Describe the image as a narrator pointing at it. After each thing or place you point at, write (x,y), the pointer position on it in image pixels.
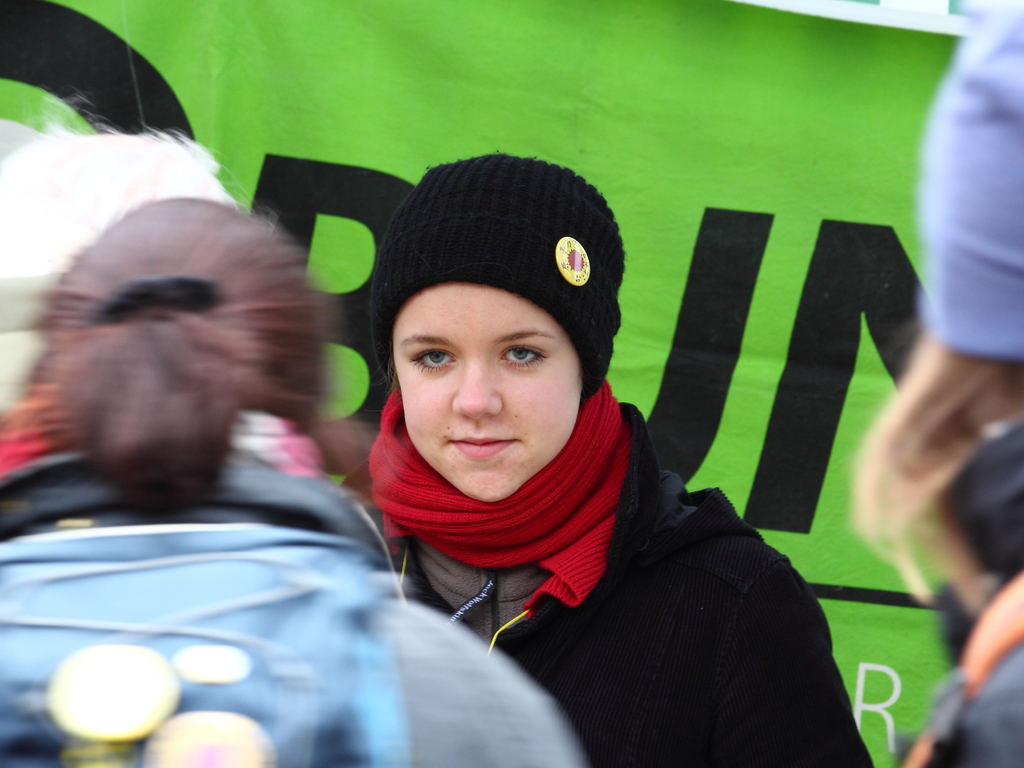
In the foreground of this picture (99,387) we can see the group of persons (145,358). In the center (532,459) we can see a person (566,465) wearing black color dress (665,564), black color hat (607,364) and seems to be standing. In the background (711,163) we can see the text (362,295) on a green color object (765,100) which seems to be the banner (321,79).
